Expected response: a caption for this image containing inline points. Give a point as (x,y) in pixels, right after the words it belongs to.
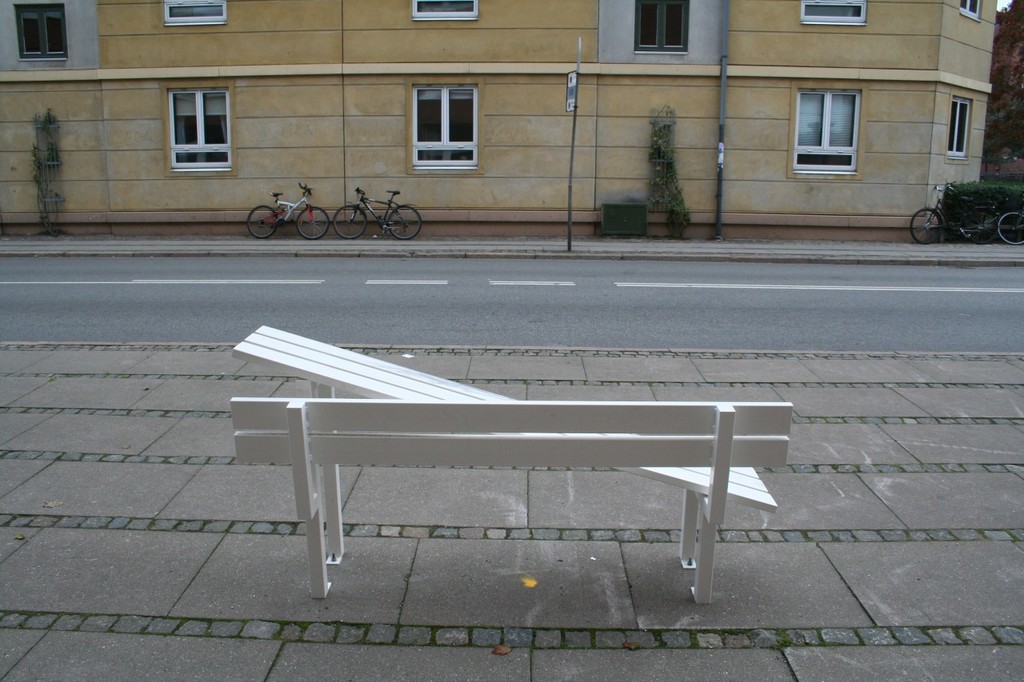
In this picture we can see a bench (497,407) on the path (65,621). There are a few bicycles (961,236) on another path (731,239). We can see a board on a pole (573,113). There is a building (695,174) and a few windows (656,23) are visible on this building (344,157). We can see some green plants (1014,193) on the right side (1005,208).
